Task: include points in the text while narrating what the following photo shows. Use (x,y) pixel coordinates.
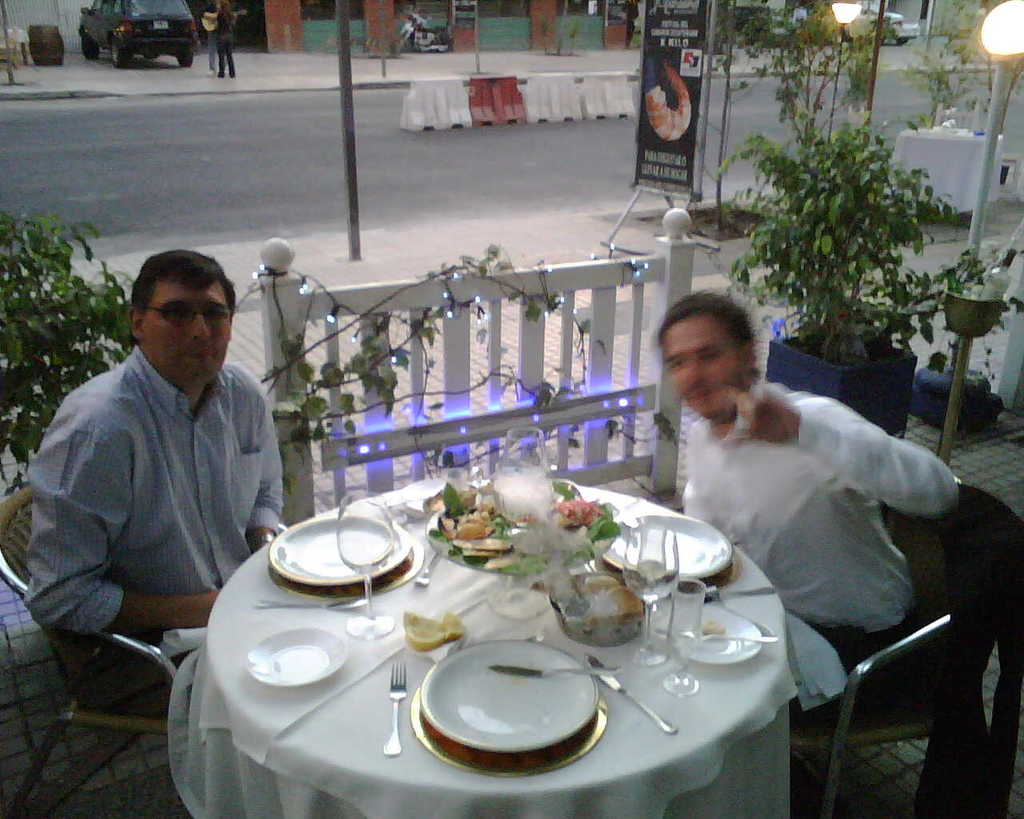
There are two persons (859,496) sitting in chairs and there is a white table (462,597) in front of them which has plates (476,666), a glass of water (673,575) and forks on it and there is a road (446,159) beside them and there is a car (97,13), bike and a building (464,32) in the background (544,35).
